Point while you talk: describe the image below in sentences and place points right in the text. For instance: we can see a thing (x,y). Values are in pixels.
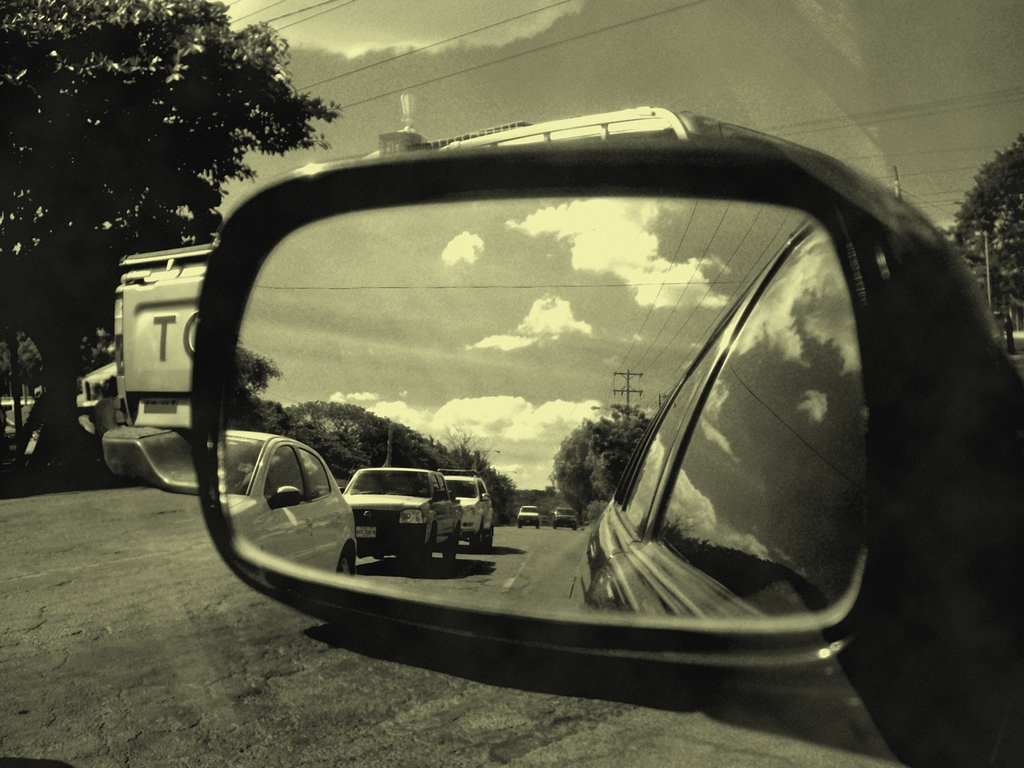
This is a black and white image and here we can see a mirror (789,468) of a vehicle (768,509) and through the glass (392,449) we can see some vehicles (460,499) on the road (498,541) and there are trees (109,178), poles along with wires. At the top (653,68), there is sky (638,54).
